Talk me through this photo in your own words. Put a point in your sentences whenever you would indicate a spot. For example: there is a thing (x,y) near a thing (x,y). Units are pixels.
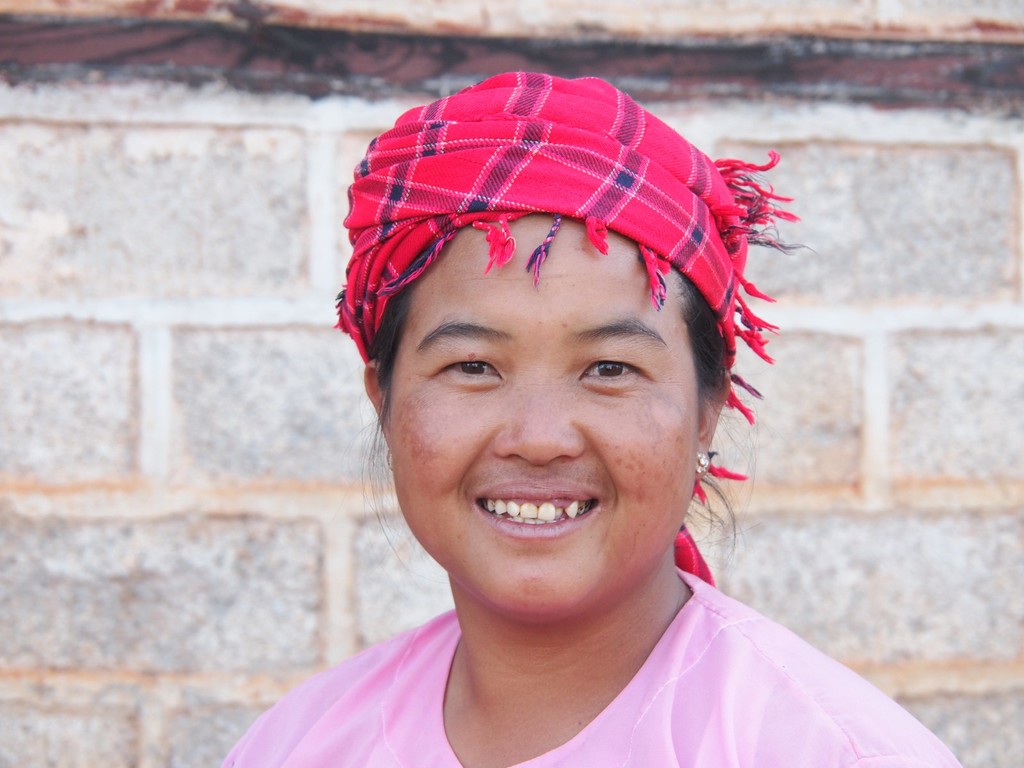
In this image there is a woman (611,274), in the background (162,357) there is a wall (929,172).
